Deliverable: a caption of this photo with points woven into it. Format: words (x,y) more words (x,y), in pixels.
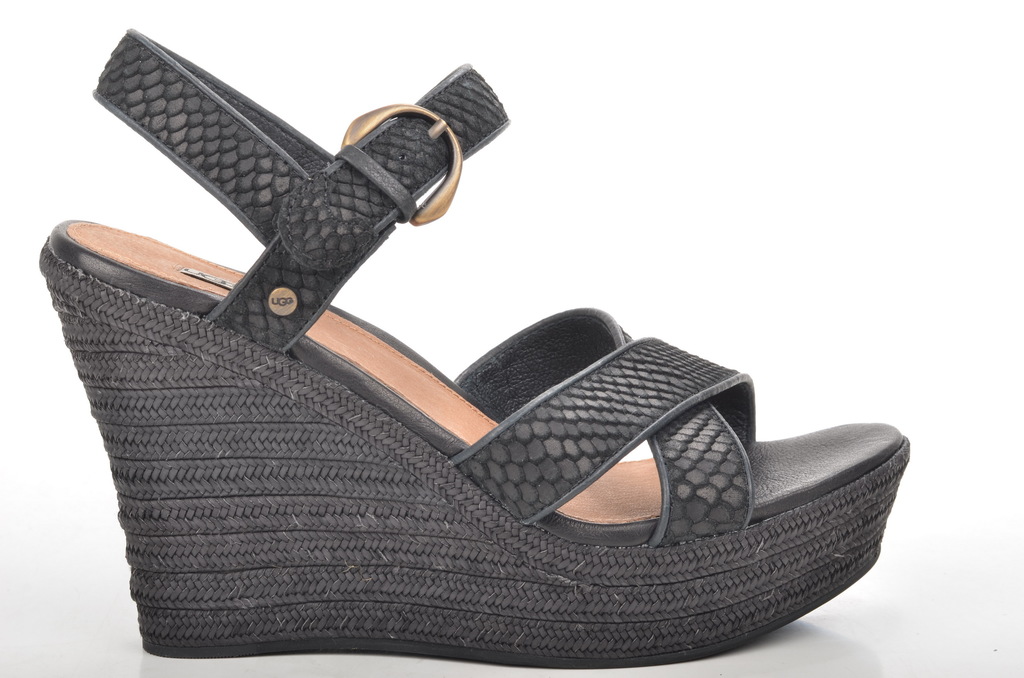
In this picture we can see a black color ladies heel sandal (332,473).
